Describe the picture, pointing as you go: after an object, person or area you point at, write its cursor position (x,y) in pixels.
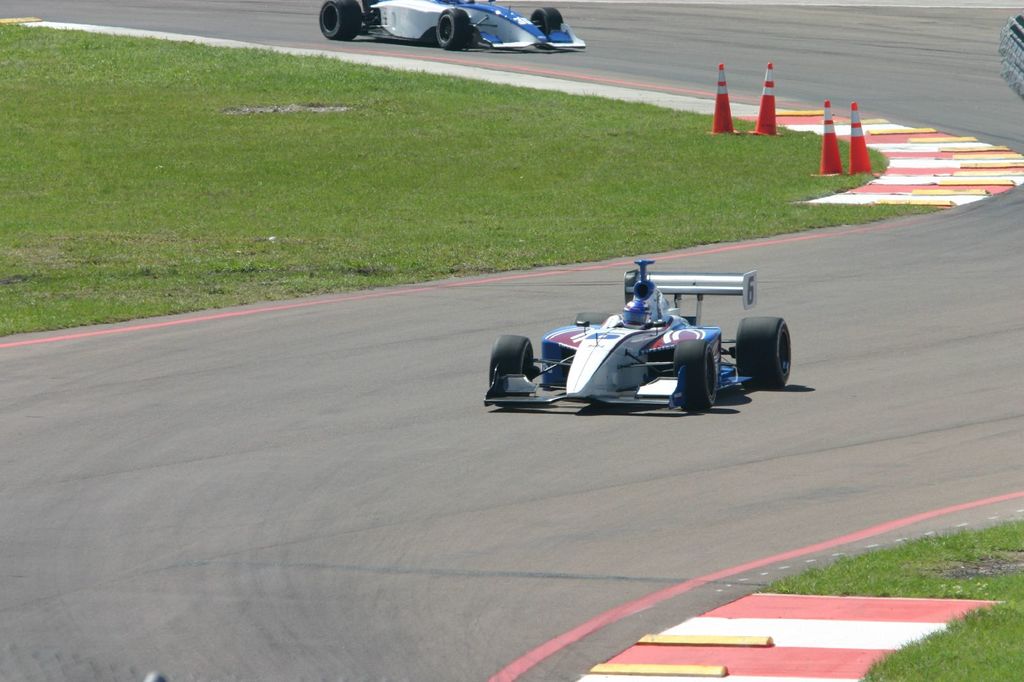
This picture is taken from outside of the city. In this image, in the middle (650,294), we can see a vehicle (655,310) which is moving on the road (680,412). Inside the vehicle (677,372), we can see a person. In the right corner (1013,582), we can see a grass (976,538) and a kerb (846,664). On the right side (999,56), we can also see a barrier (1018,81). At the top of the image (345,5), we can also see another vehicle (530,38) which is moving on the road (531,57). On the right side (812,219), we can see a grass (857,220), a kerb (872,132) and few cones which are placed on the grass (820,183).
